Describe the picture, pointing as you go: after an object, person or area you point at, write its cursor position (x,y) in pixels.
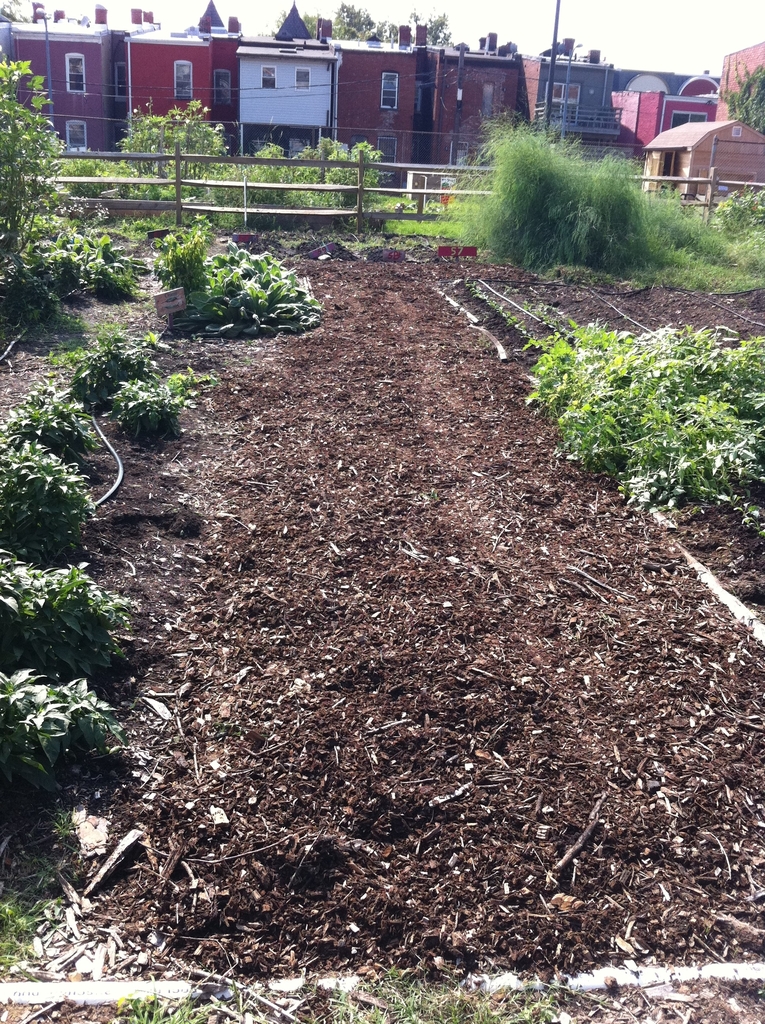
In this image we can see few plants (255,303), a wooden fence (329,190), poles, trees (316,32) and buildings (345,90) in the background (354,48).
